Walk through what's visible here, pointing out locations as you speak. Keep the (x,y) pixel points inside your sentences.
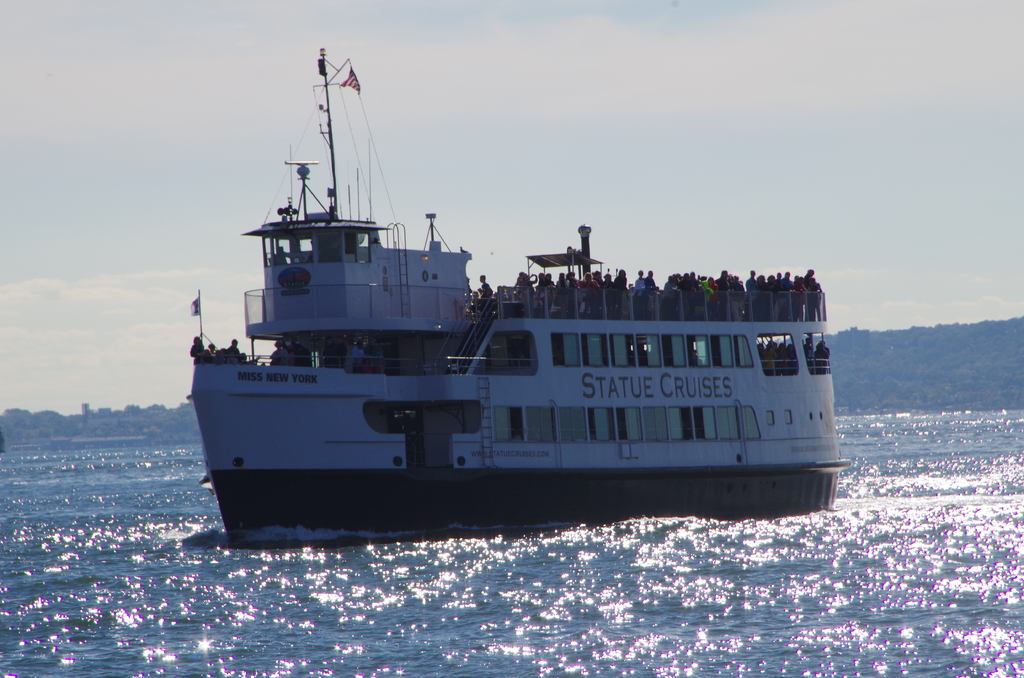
In this image there is water (573,561). There is a ship (771,322). There are people (678,305) in the ship (632,364). There are mountains (970,370) and trees (932,362) in the background (949,368). There is a sky (67,330).
